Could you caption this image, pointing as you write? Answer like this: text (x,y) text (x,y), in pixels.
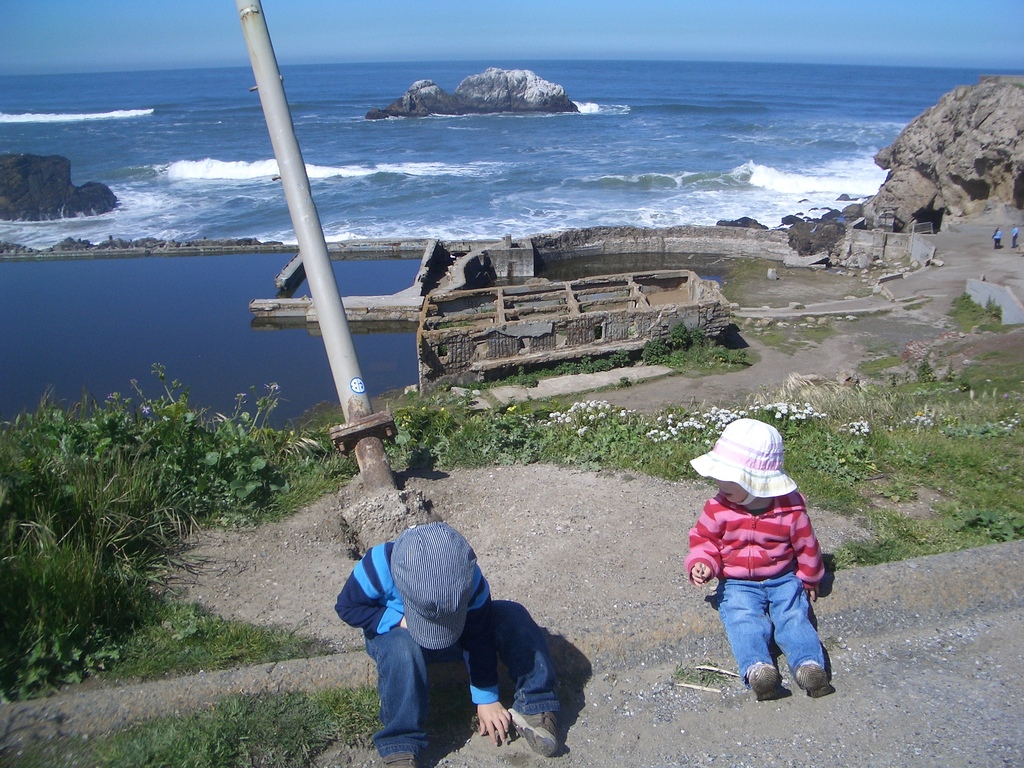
In this image I can see two people (755,532) are sitting. Back I can see few green plants (147,497), pole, rocks (1019,90) and the water (571,117). The sky (437,42) is in blue color.
